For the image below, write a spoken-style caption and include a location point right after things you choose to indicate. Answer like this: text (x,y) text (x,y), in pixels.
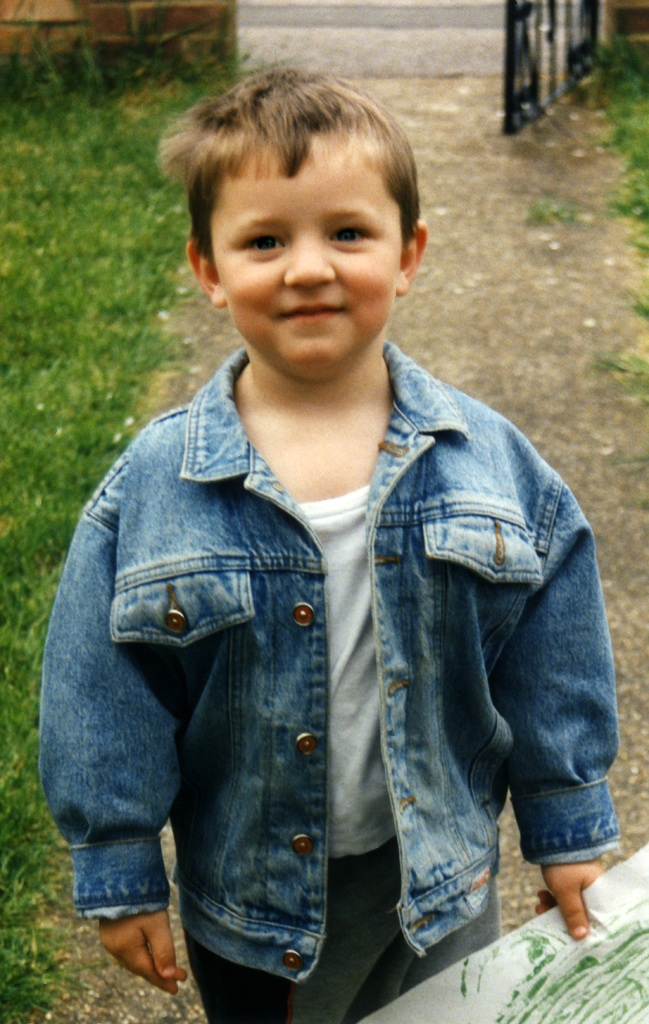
In this image we can see the boy (383,520) wearing a jacket (315,702) is holding a paper (489,969) in his hand (566,928). In the background (506,45), we can see a gate (518,42).
